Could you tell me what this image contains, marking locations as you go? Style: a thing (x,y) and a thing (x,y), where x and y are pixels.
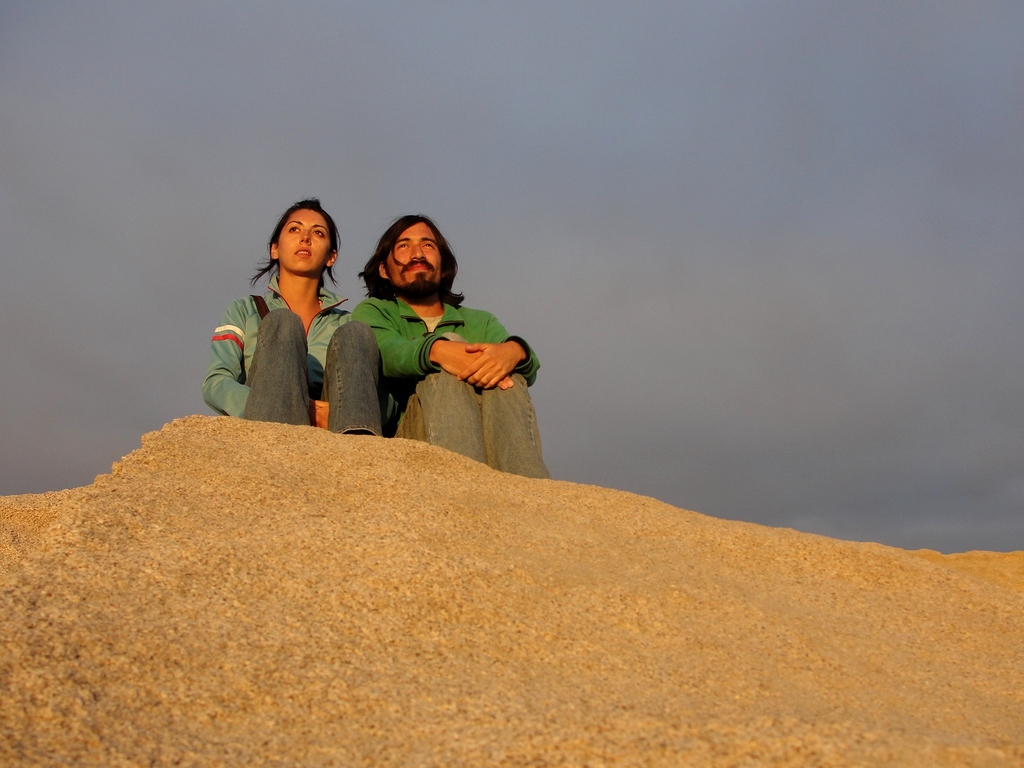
In this image, we can see a woman (340,345) and man (469,362) are sitting. Background (967,463) there is a sky (651,317).
